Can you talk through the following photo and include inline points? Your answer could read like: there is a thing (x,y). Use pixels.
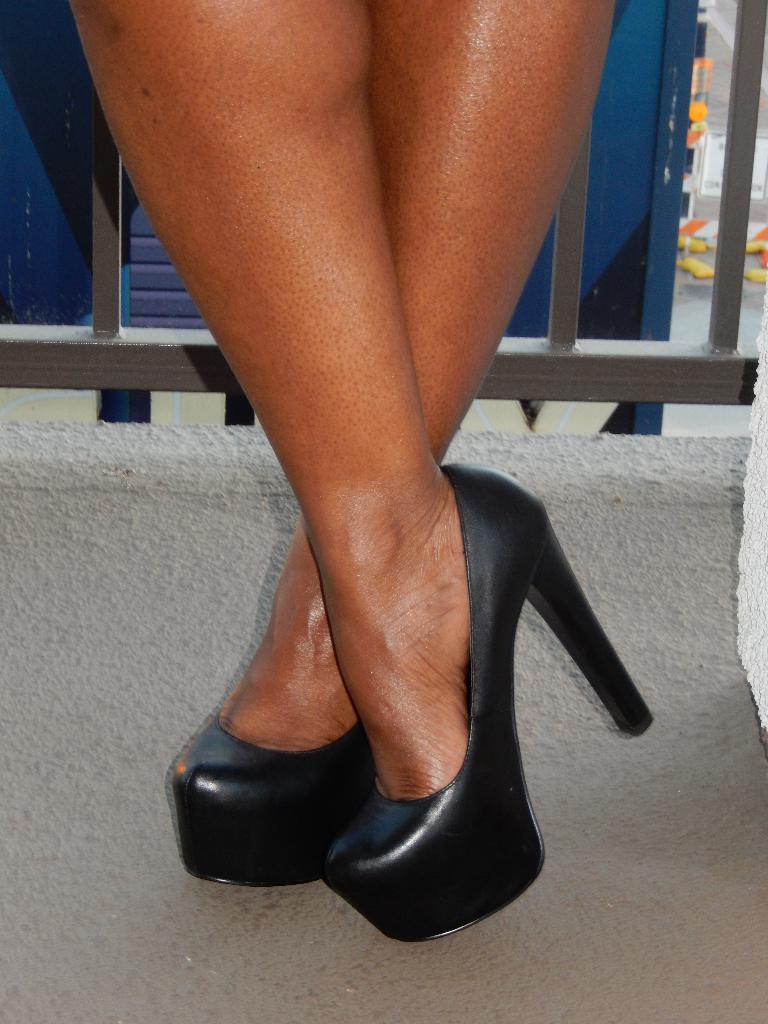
In the middle of this image (428,417), there are two legs (383,540) of a person (360,40) having black color shoes (490,550). Behind these two legs (389,615), there is a fence (585,187) and a wall (166,563). In the background (702,218), there are other objects (691,146).
